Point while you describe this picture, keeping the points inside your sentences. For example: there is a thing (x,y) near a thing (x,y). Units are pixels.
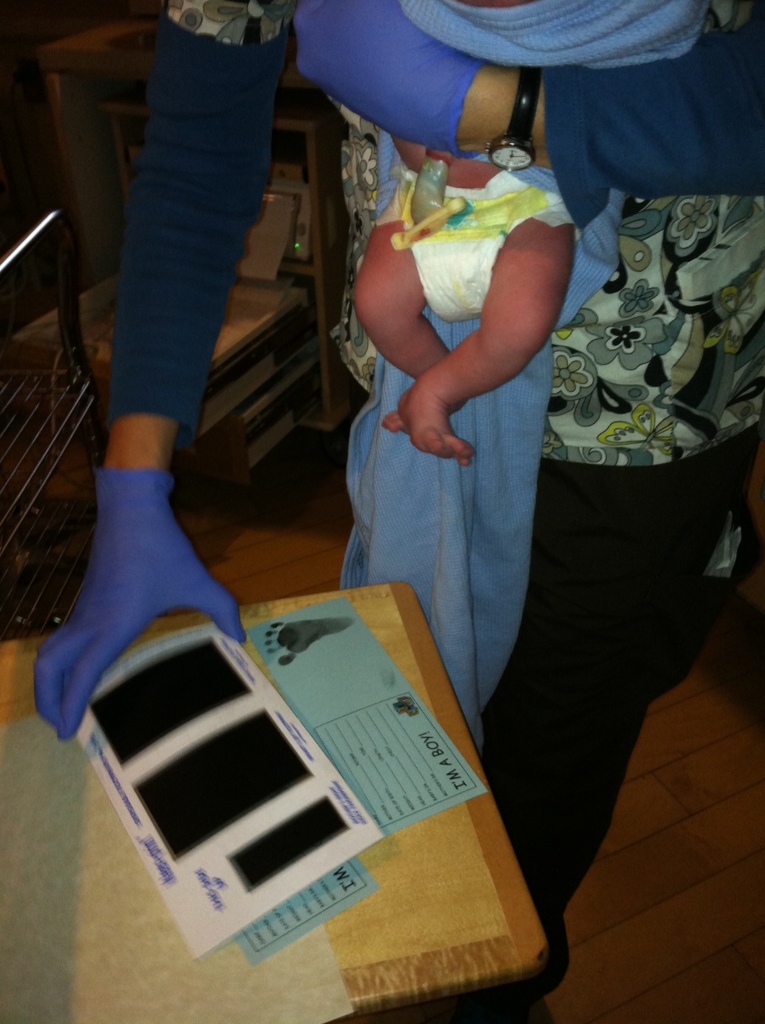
There is one person (534,90) holding a baby (499,342) and an object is on the right side of this image (528,324). There is a metal rack (55,438) on the left side of this image (41,335) and we can see the papers (334,796) are present on the surface (356,920) of the table (245,968) which is at the bottom of this image (385,866).
